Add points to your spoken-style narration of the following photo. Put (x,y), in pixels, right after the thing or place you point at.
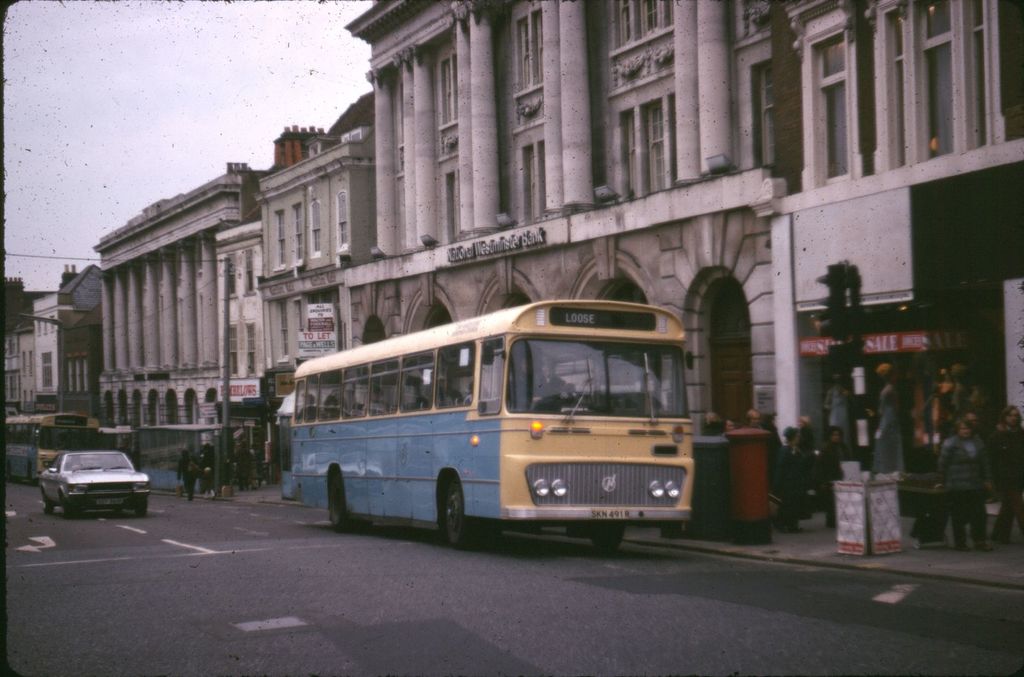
In this picture we can see a car (110,465), buses (390,424) on the road (373,631), buildings (85,332), poles (227,416), posters (302,342), some objects (202,429) and a group of people (969,425) on the footpath (834,530) and in the background (203,66) we can see the sky (248,61).
